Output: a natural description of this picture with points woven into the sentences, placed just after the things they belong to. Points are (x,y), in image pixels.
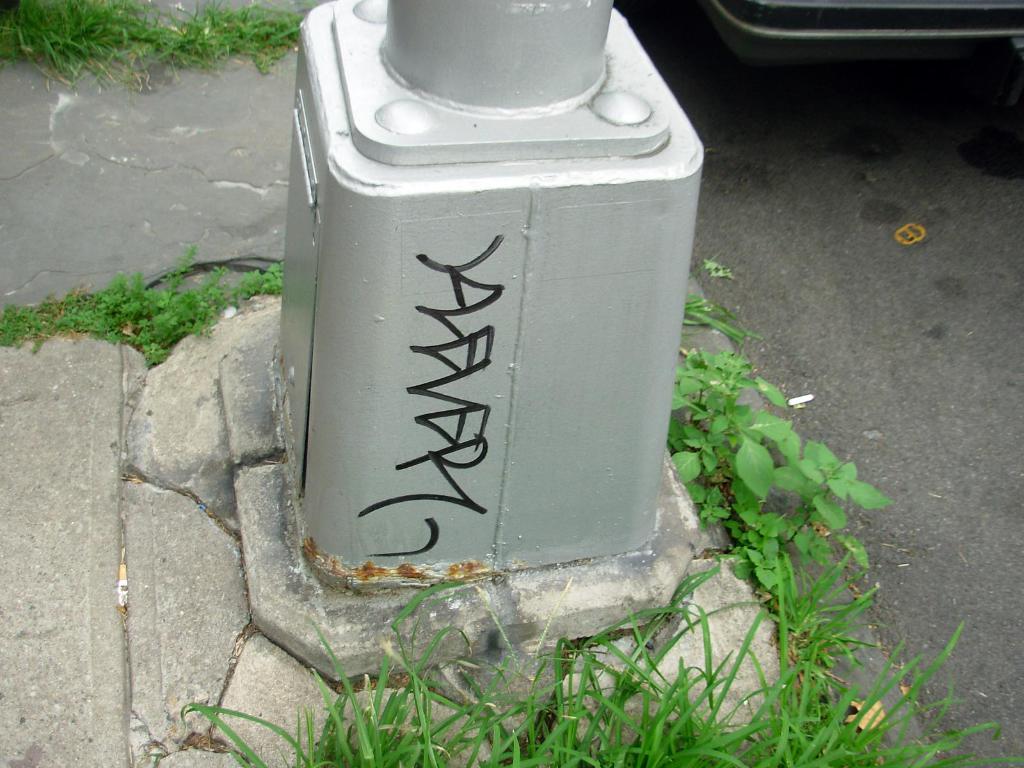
This image consists of plants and grass (676,602). There is something like a pole (369,431) in the middle (494,468).
